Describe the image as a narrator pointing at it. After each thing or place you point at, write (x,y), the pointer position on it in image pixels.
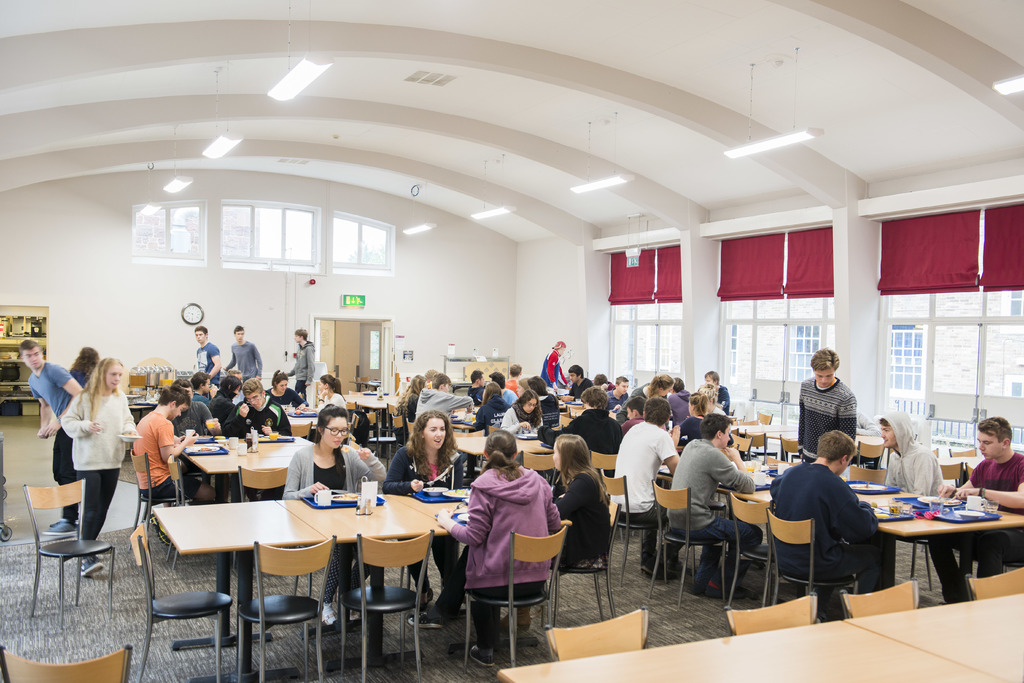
In this image I can see a group of people (521,402) sitting on the chairs (672,494). This is a table (334,533). On this I can see a tray (342,506), mug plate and some objects (440,493) are placed on it. I can see some empty chairs (190,618). At background (210,311) I can see a wall clock (198,314) attached to the wall (211,284). This is a window (278,242), and this is a light (294,78) hanging to the rooftop (328,27). I can see some people (87,347) standing. At the right side of the image (761,270) I can see a red color curtain (757,294) hanging. At background (361,330) I can see another room (359,365).
